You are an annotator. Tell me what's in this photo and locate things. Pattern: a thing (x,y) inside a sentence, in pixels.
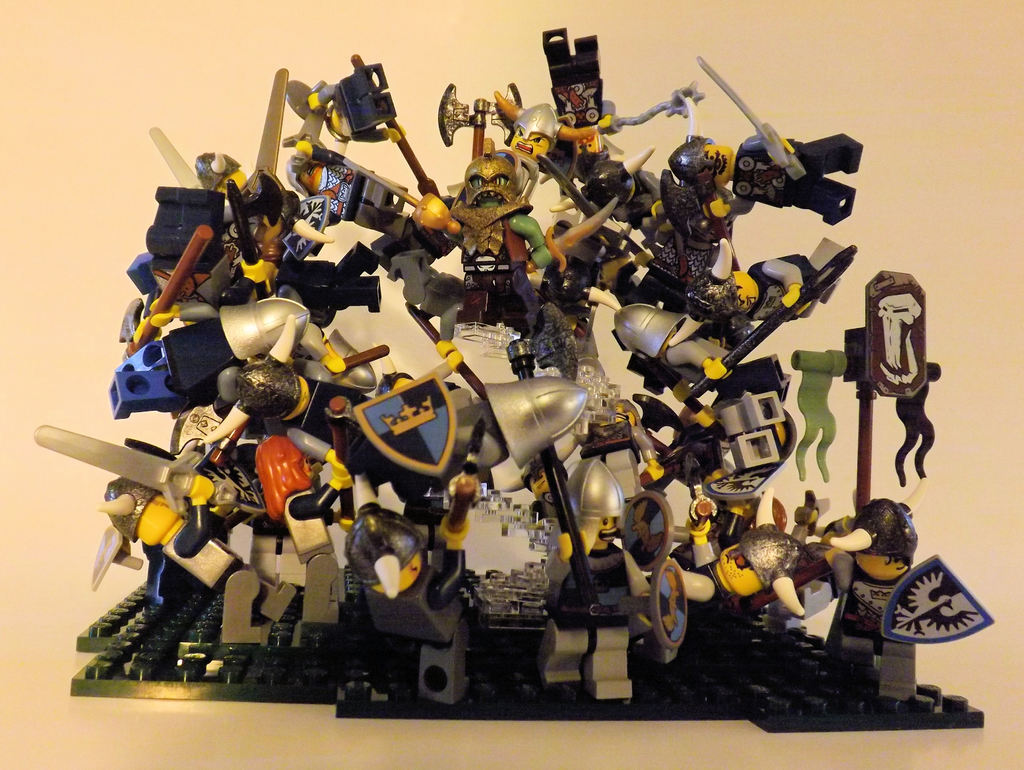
In the center of the image (558,458) we can see toys (373,377) and legos (473,673). In the background (401,21) there is wall (273,23).
